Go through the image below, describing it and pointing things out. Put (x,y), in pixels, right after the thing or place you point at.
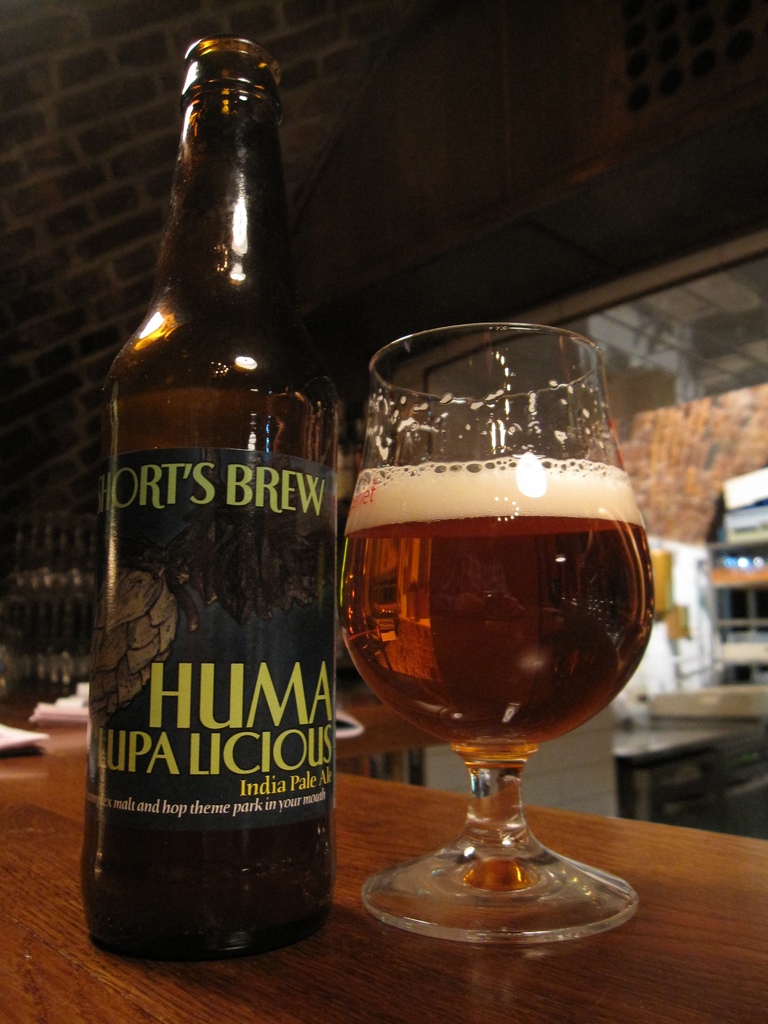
Here we can see a beer bottle (197,298) and glass (541,590) on the table (690,888), and here is the wall (141,42) made of bricks (88,11).
